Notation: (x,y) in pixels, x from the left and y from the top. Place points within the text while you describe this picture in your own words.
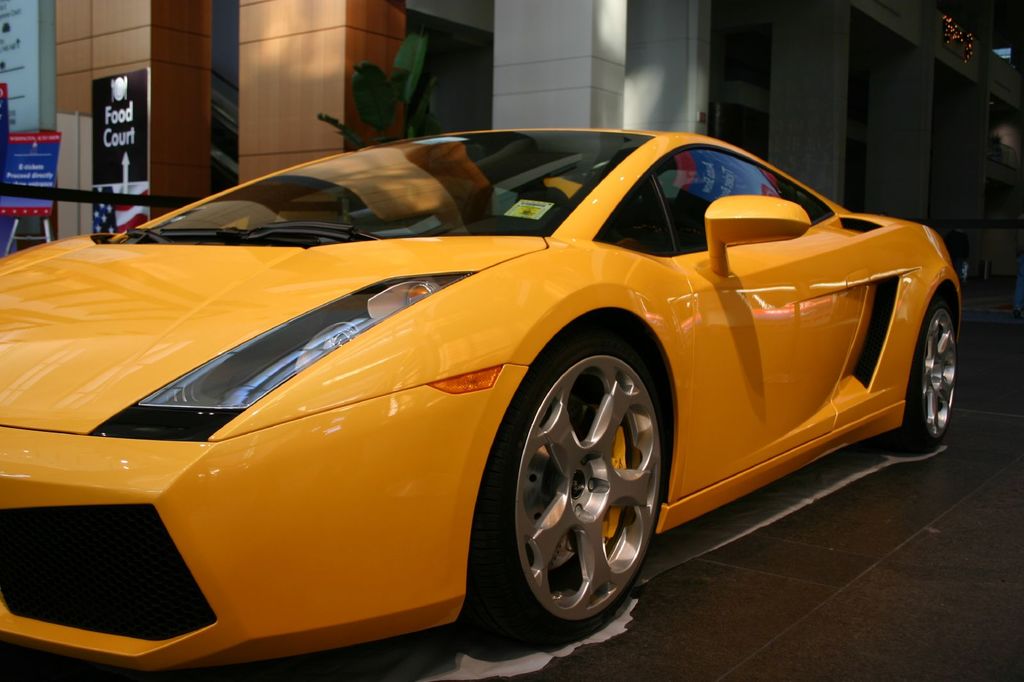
In this image I can see a car (534,318) on the ground (778,561). In the background (463,60) there is a building (348,101) along with the pillars (621,76). On the left side (114,166) there are few boards (137,134) on which I can see the text (37,167). Behind the car (391,160) there is a plant (360,114).
